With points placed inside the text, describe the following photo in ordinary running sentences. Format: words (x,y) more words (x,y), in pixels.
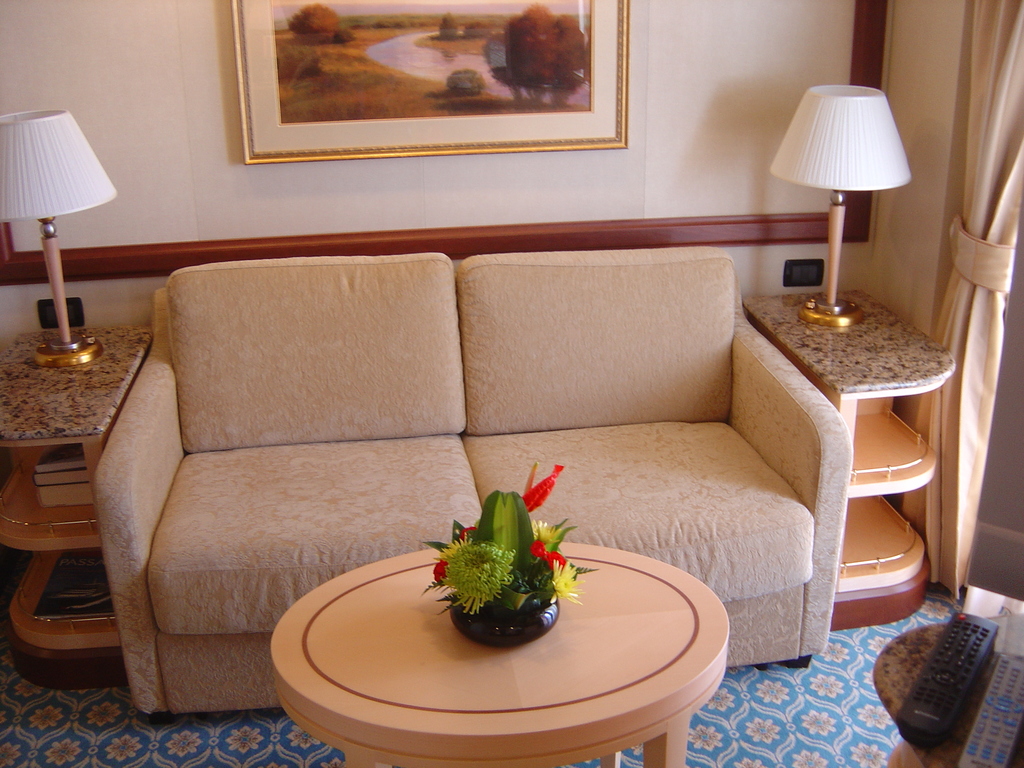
In this picture there is an unoccupied sofa (363,409) and two lamps (830,263) on the either sides, there is also a painting (276,93) attached to the wall (194,115). There is also a flower pot (495,605) on the center table (373,759).
